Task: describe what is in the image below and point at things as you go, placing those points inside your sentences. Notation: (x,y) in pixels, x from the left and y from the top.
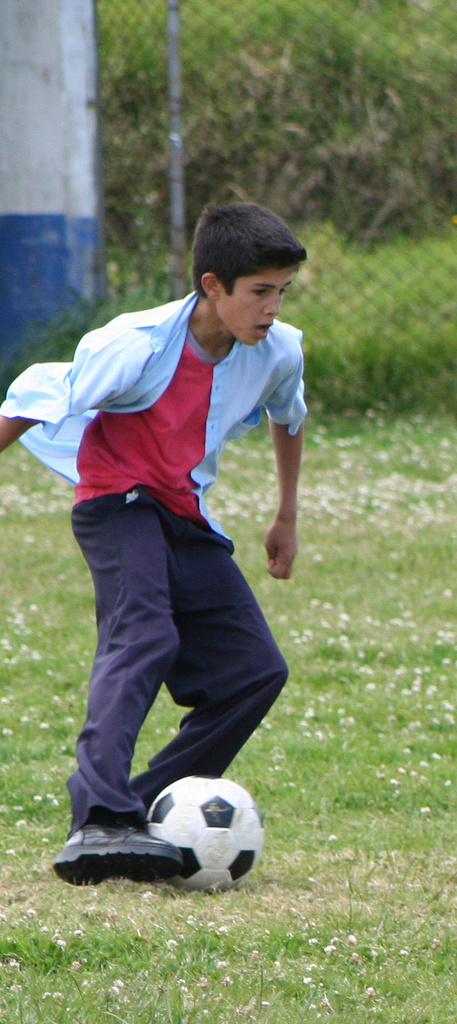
In this image I can see the person (160,556) on the ground (240,770). The person (202,641) is wearing the blue and red color dress (174,483). And I can see the ball (198,825) in-front of the person (147,836). In the background (168,274) I can see the wall (9,233), railing (178,254) and the trees (311,188).
